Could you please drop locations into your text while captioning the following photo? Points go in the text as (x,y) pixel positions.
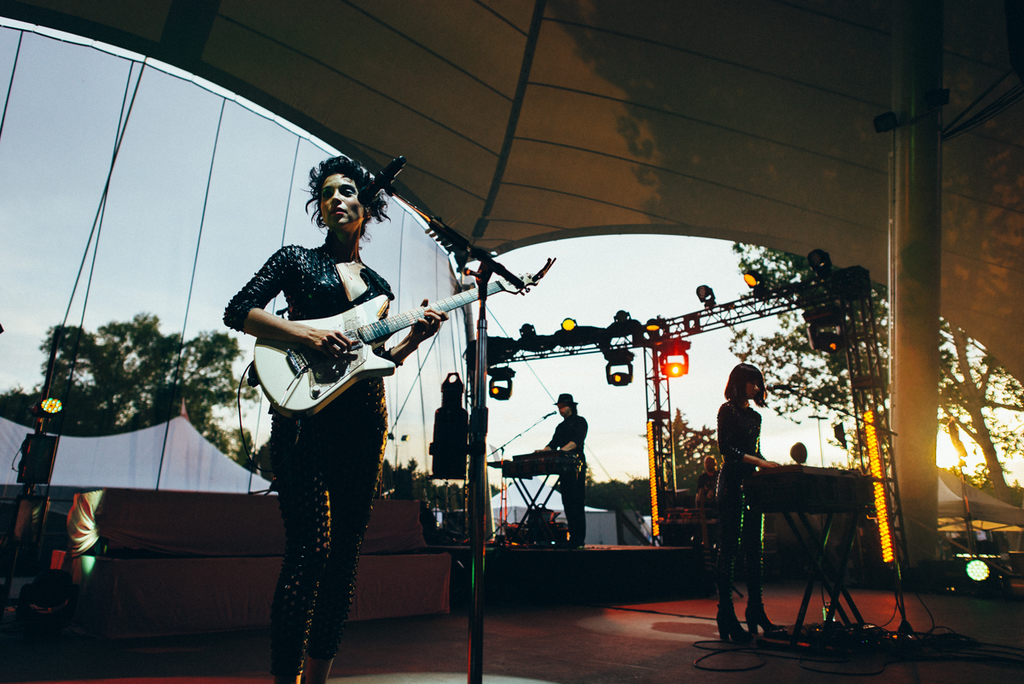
As we can see in the image there is a light (677,372), current pole (677,328), few people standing here and there and the women (351,393) who is standing here is holding guitar (352,337).
